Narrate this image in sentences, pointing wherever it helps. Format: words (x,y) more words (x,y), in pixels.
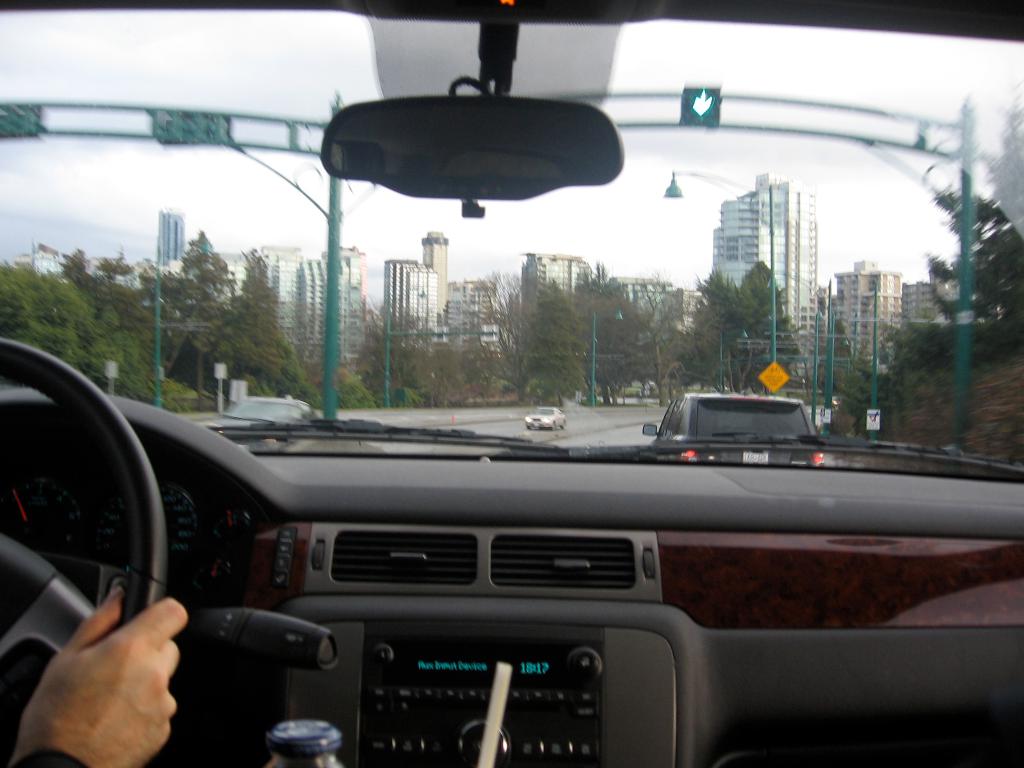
In this picture I can see the inside view of a car (402,639) and I see that a person (147,711) is holding the steering wheel (21,551) and through the glass (619,230) of the car (342,602), I can see the poles (388,351), cars (742,402) on the road (490,406), number of trees (398,329) and buildings (402,287) and I can see the sky (60,76).
